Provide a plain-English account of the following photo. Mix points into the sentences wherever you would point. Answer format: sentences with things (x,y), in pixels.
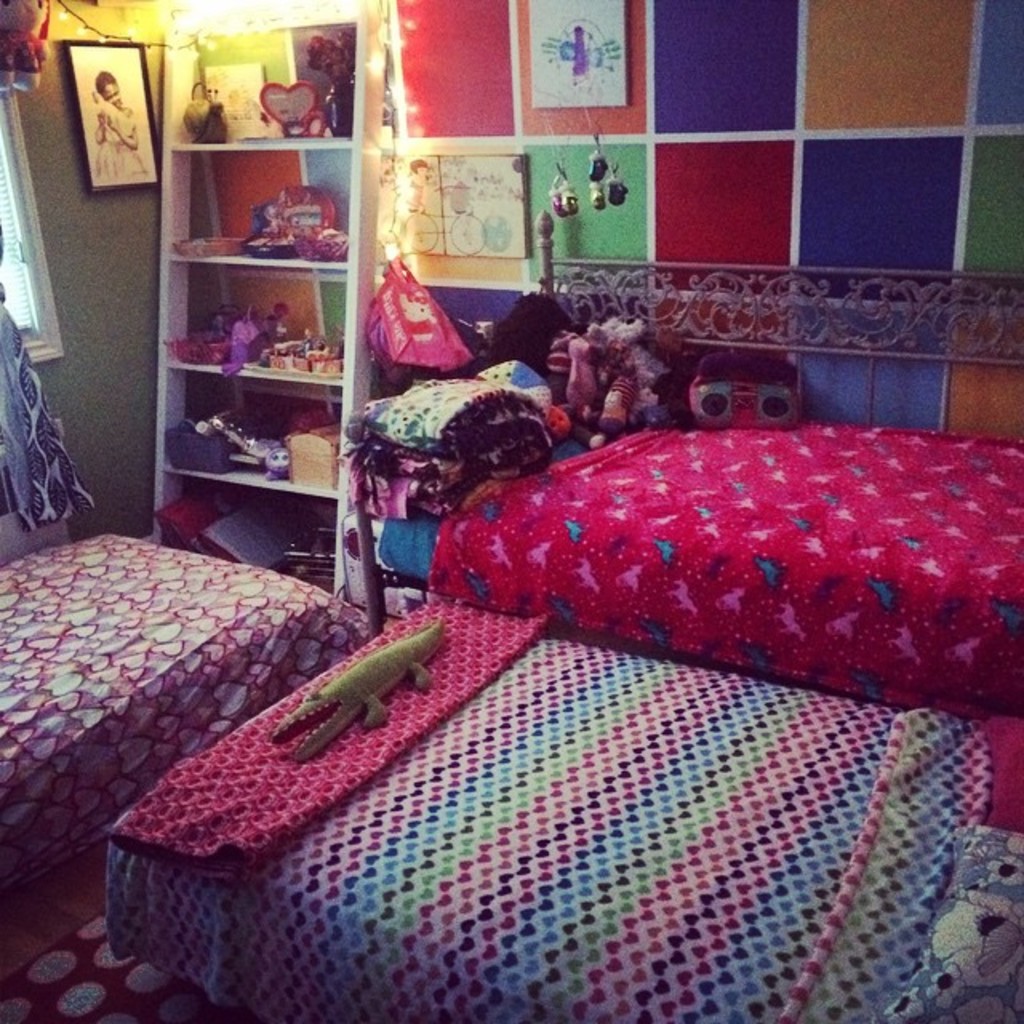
This picture is clicked inside the room (112,281). In this picture, we see three beds (522,618) and a blanket (679,517) in pink color. We see another blanket (422,442) in different colors. We even see the pillows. On the left side (100,256), we see a window (26,267), curtain (3,499) and a wall (100,244) on which a photo frame (107,115) is placed. Beside that, we see a rack (166,251) in which some objects (221,101) are placed. Beside that, we see a wall (544,173) on which a photo frame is placed. In the left top (216,13), we see the light (85,24).
